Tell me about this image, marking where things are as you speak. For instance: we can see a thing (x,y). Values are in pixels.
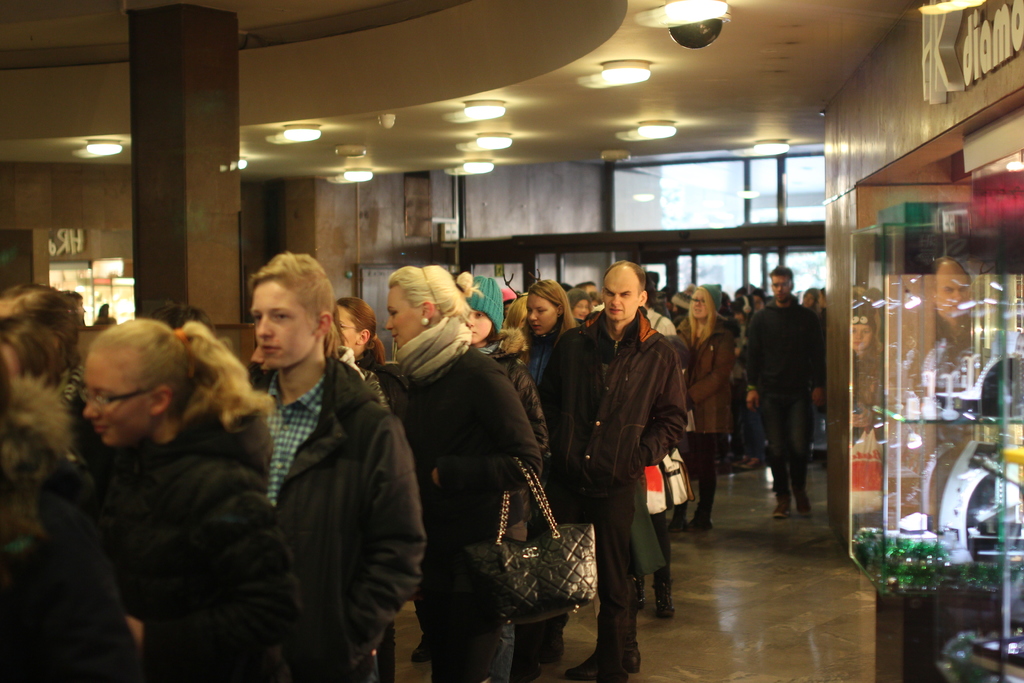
In this image in front (129,341) there are people (248,646) standing on the floor (726,606). On the right side of the image (989,503) there are a few objects (965,651) on the glass table (1010,568). On top of it there are letters (942,93) on the wall (909,107). In the background of the image (748,221) there are glass doors (737,276). There are stores (126,307). There is a pillar (178,254). On top of the image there are lights (491,106).
